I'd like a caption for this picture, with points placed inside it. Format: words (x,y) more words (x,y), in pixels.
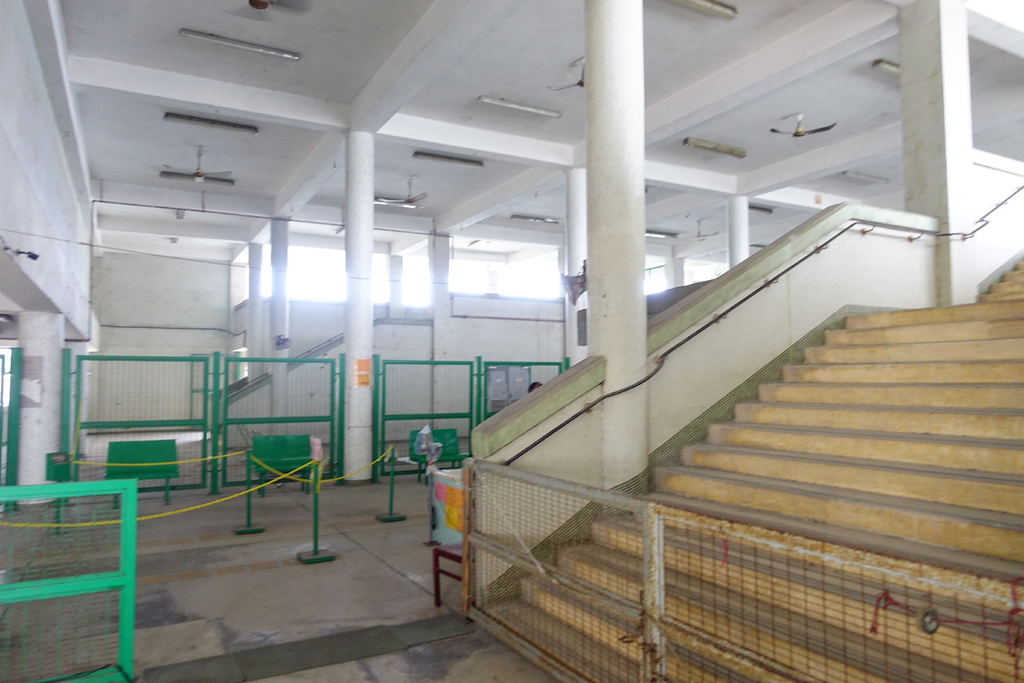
In this image we can see an inner view of a building (557,240) containing some pillars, stairs (859,453), a fence (820,676), a container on a table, some poles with rope (220,502), a metal barricade (83,632), a wall (79,293), a roof (248,165) with some tube lights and ceiling fans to it.
